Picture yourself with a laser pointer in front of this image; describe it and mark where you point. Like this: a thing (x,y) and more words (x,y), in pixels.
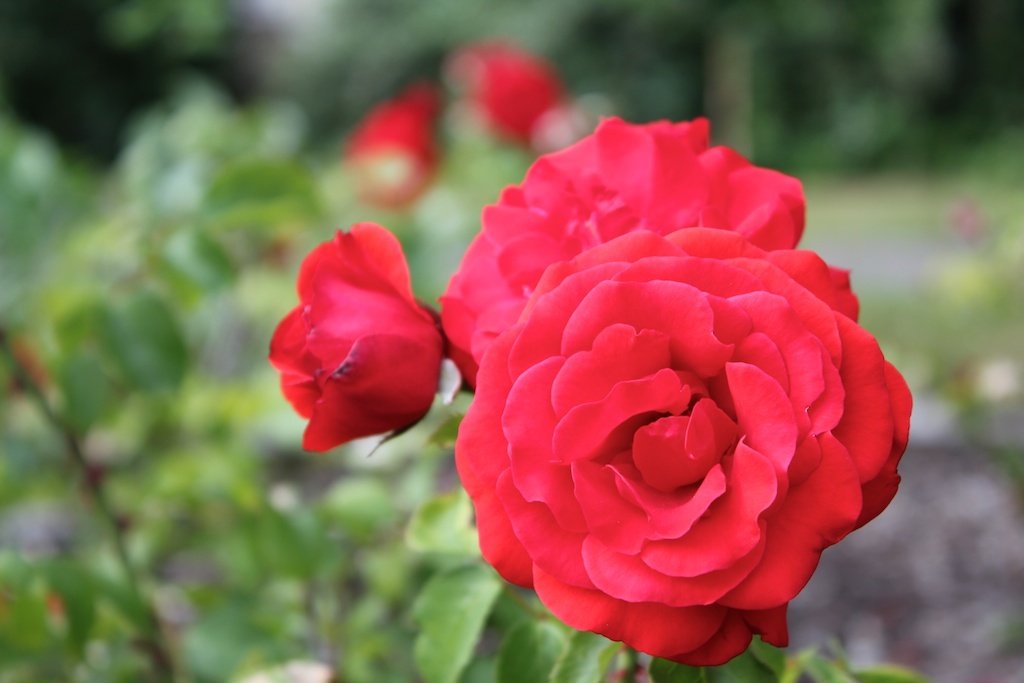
In this image there are red color rose flowers (542,458) and plants (114,353). There are trees (933,86) in the background (910,109).
